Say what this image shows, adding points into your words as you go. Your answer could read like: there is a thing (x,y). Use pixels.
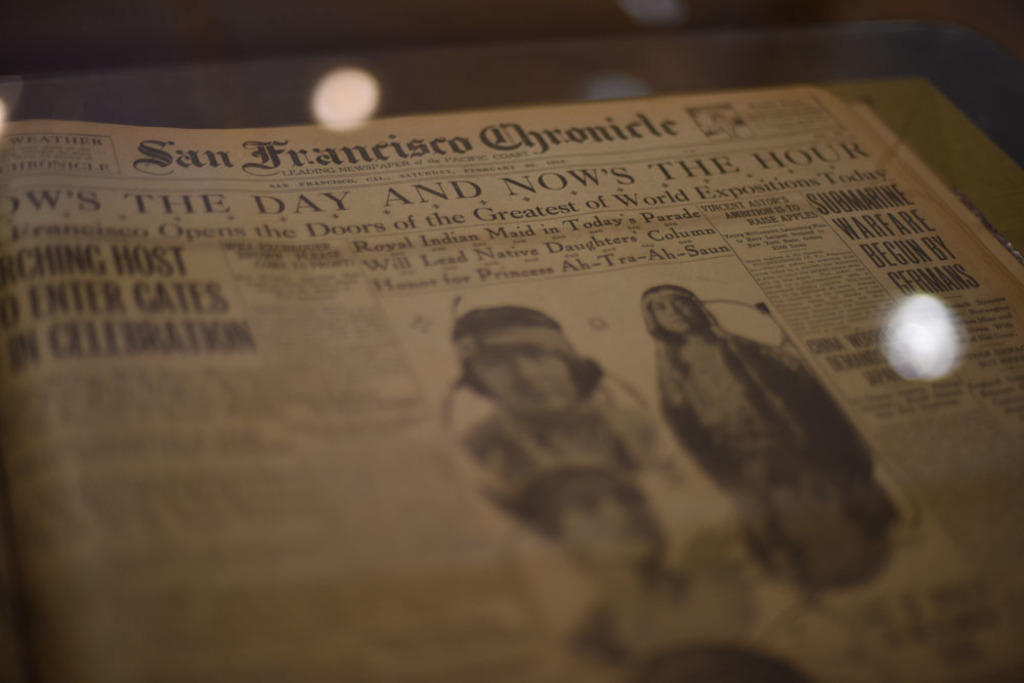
In the image I can see a newspaper (391,383) in which I can see something is written and picture (765,416) of few persons (749,434). I can see the black colored blurry background (927,36).
